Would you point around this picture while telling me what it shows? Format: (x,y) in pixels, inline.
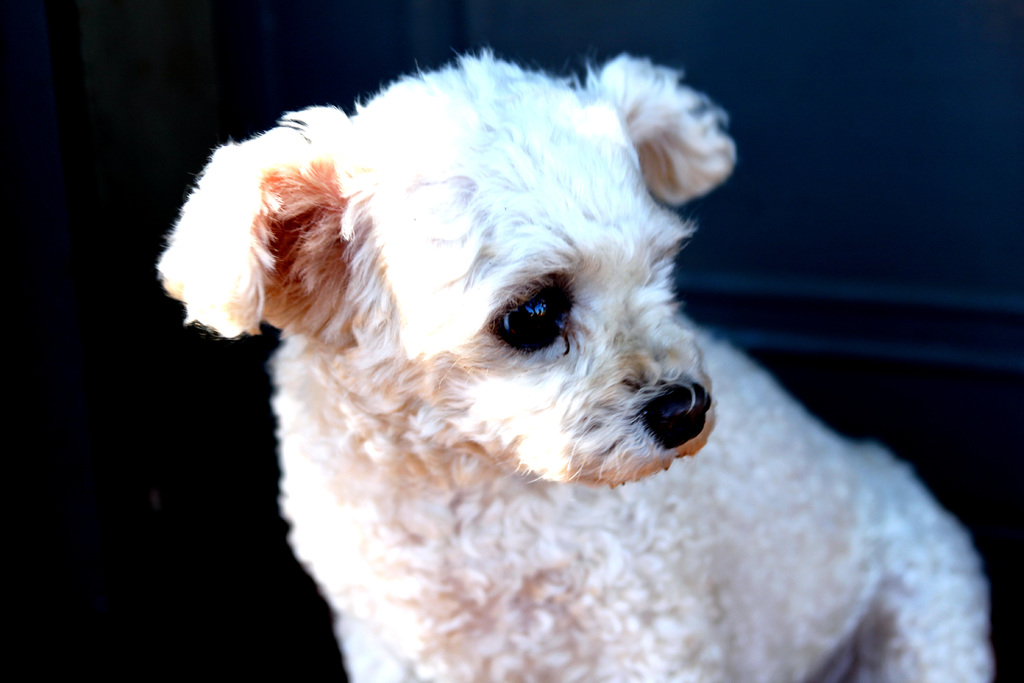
In this image we can see a dog (603,430).
